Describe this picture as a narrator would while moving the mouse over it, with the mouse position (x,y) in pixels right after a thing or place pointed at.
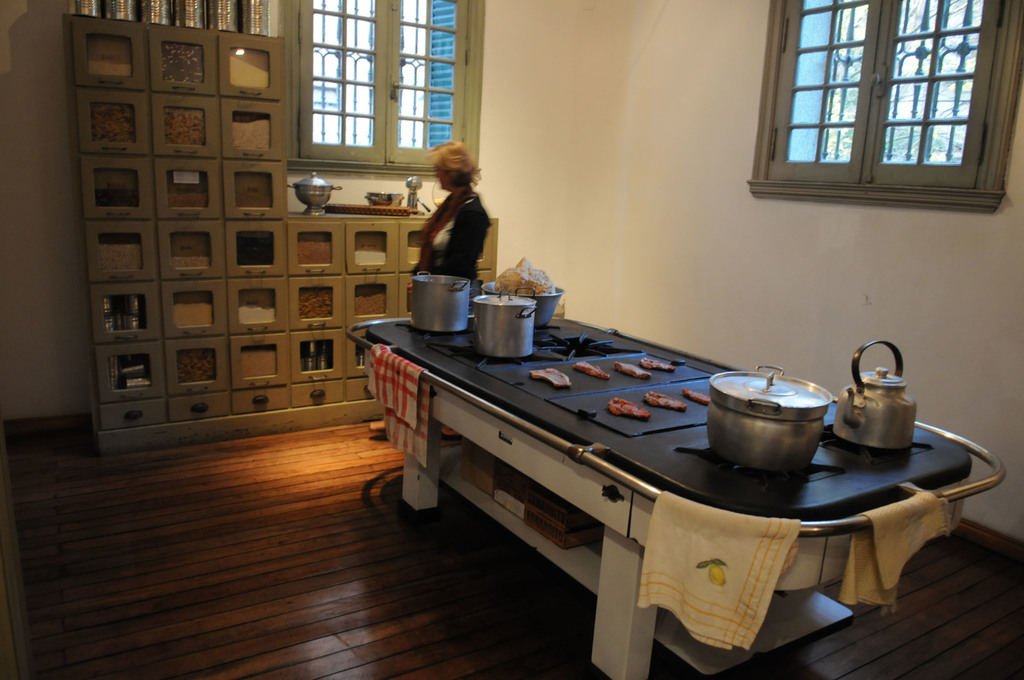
In this image I can see a black colour thing (537,447) and on it I can see few clothes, few utensils (424,325) and food (550,378). In the background (474,199) I can see a woman (473,165) is standing and a near her I can see number of boxes (148,172) and in these boxes (186,165) I can see things (173,53). I can also see few more utensils (266,1) on these boxes (275,202). In the background (321,134) and on the right side of this image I can see windows (415,93).
